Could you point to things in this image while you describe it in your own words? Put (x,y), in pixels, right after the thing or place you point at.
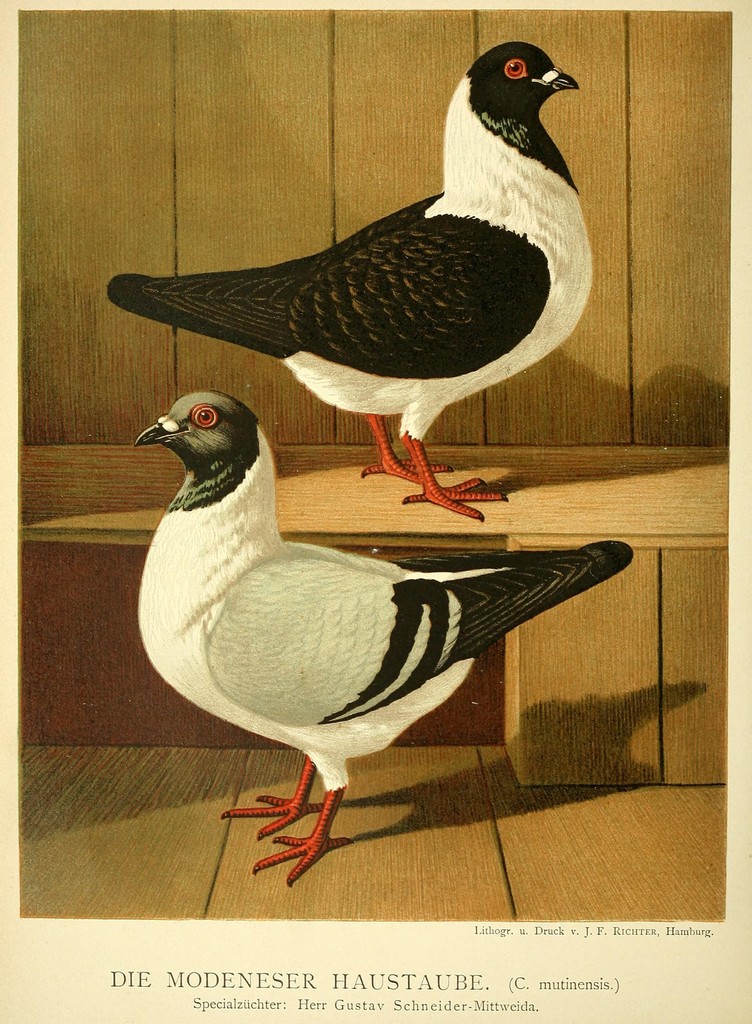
In this image there is an art (315,505) of two birds (338,372). At the bottom (378,988) there is text (370,988). There are two birds (400,644) standing on the wooden floor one above the other.
